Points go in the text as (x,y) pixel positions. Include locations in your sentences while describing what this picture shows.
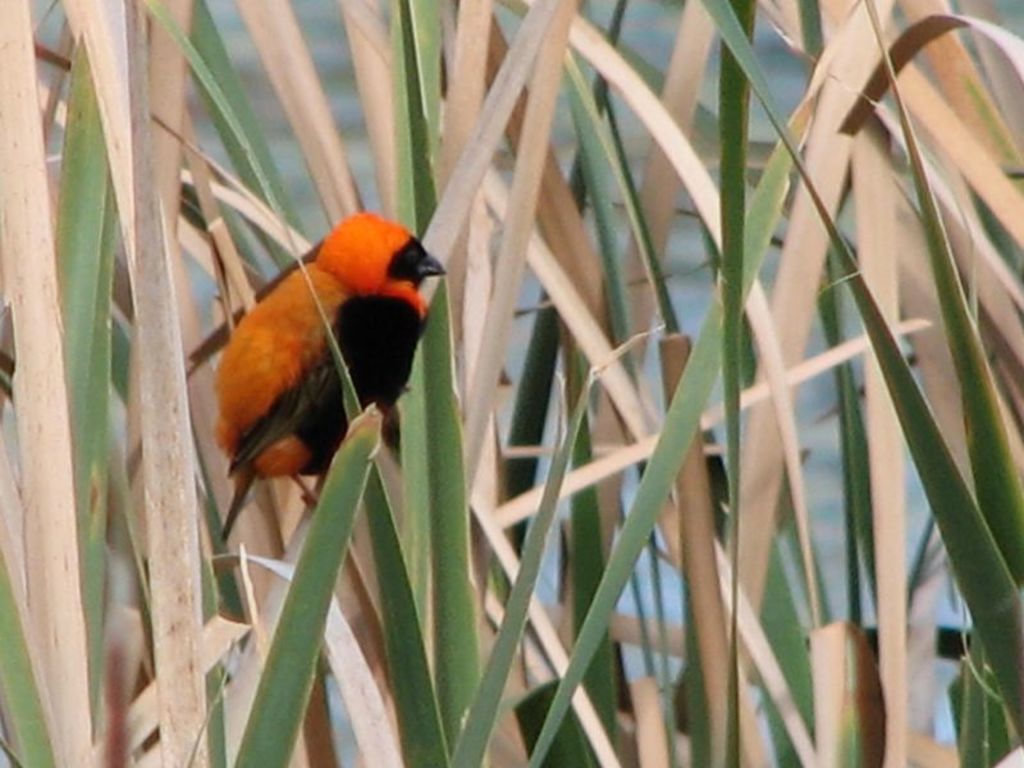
In this image, we can see a bird (336,236). Here we can see green and dry leaves (585,534) throughout the image.
